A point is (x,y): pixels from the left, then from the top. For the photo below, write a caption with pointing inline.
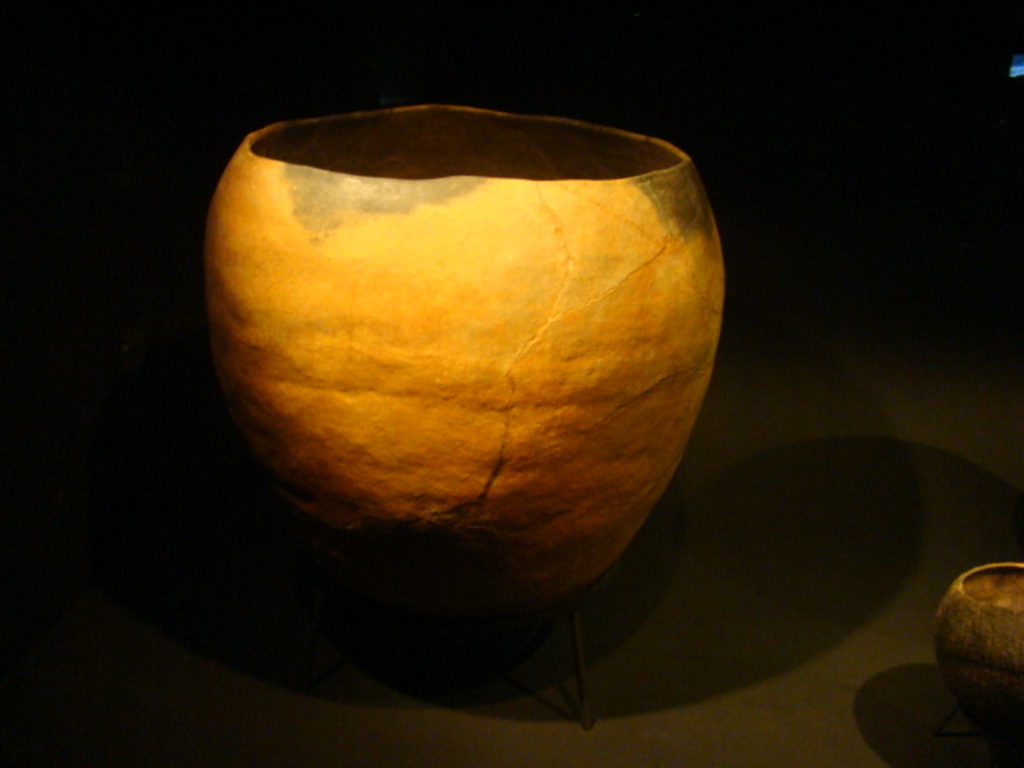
In the center of the image (478,375) we can see a pot (589,253), stand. On the right side of the image (1012,630) we can see a pot (962,617). At the bottom of the image (463,700) we can see the floor (447,700). In the background (68,380) the image is dark.
